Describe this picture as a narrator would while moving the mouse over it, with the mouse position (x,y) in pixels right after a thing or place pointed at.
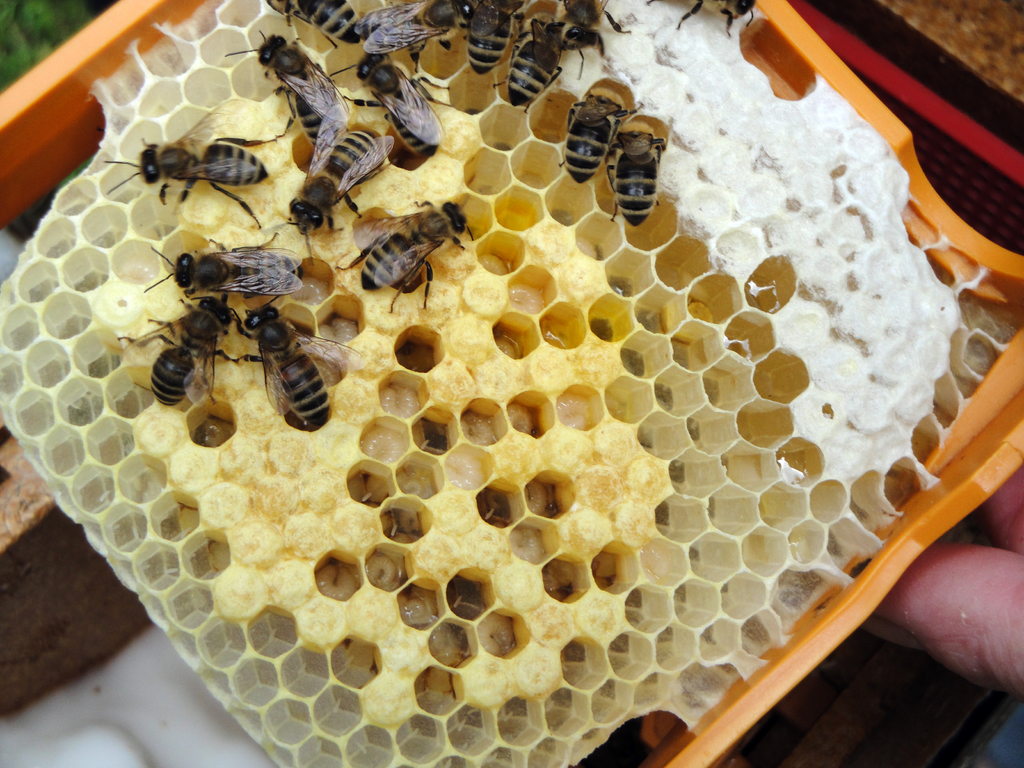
In this image, we can see a few honey bees (294,11) and a honey bee nest (876,206) in an object (773,20). We can also see the fingers (961,559) of a person (956,591).
